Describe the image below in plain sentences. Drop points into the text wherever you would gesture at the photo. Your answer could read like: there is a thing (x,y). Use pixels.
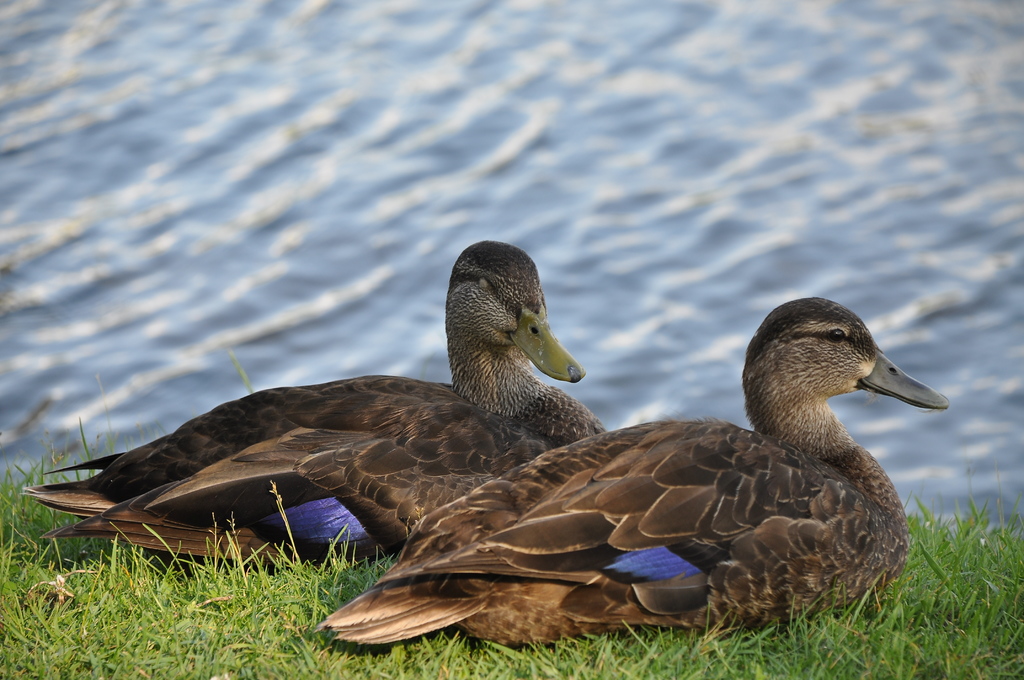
This picture might be taken from outside of the city. In this image, in the middle (628,449), we can see two birds (182,536) are sitting on the grass (423,640). In the background (480,176), we can see a water (734,395), at the bottom (863,603), we can see a grass (230,602).
